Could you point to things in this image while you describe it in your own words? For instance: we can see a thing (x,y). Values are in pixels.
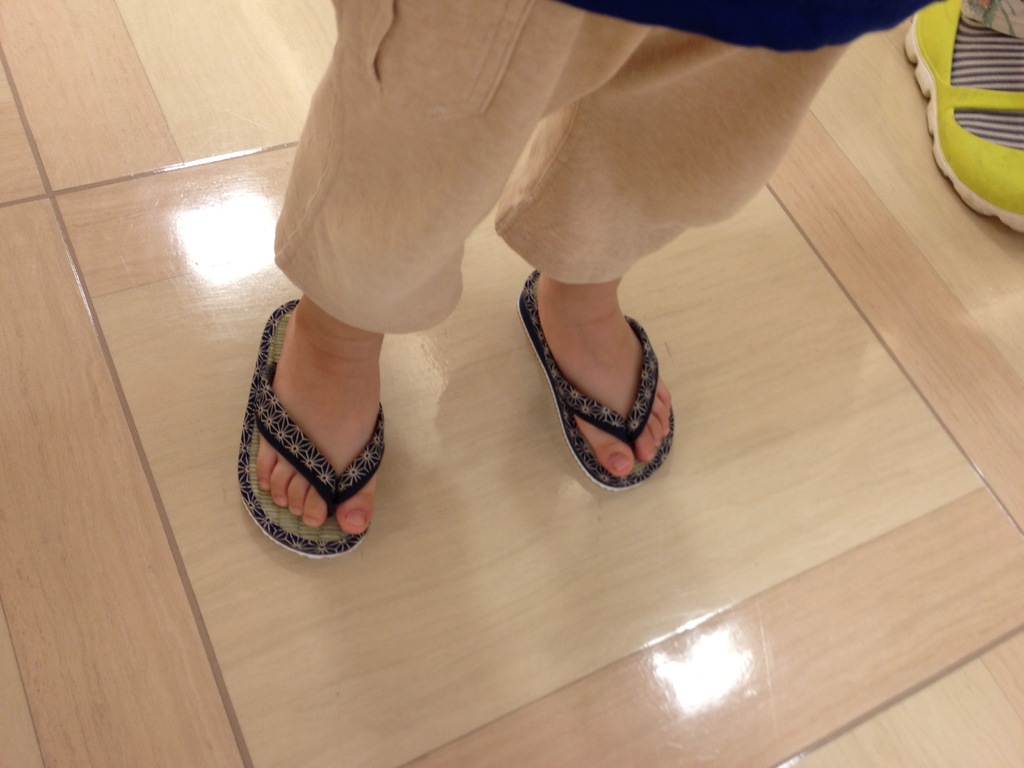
Here we can see a person (584,346) standing on the floor (660,527) and this is shoe (979,177).
